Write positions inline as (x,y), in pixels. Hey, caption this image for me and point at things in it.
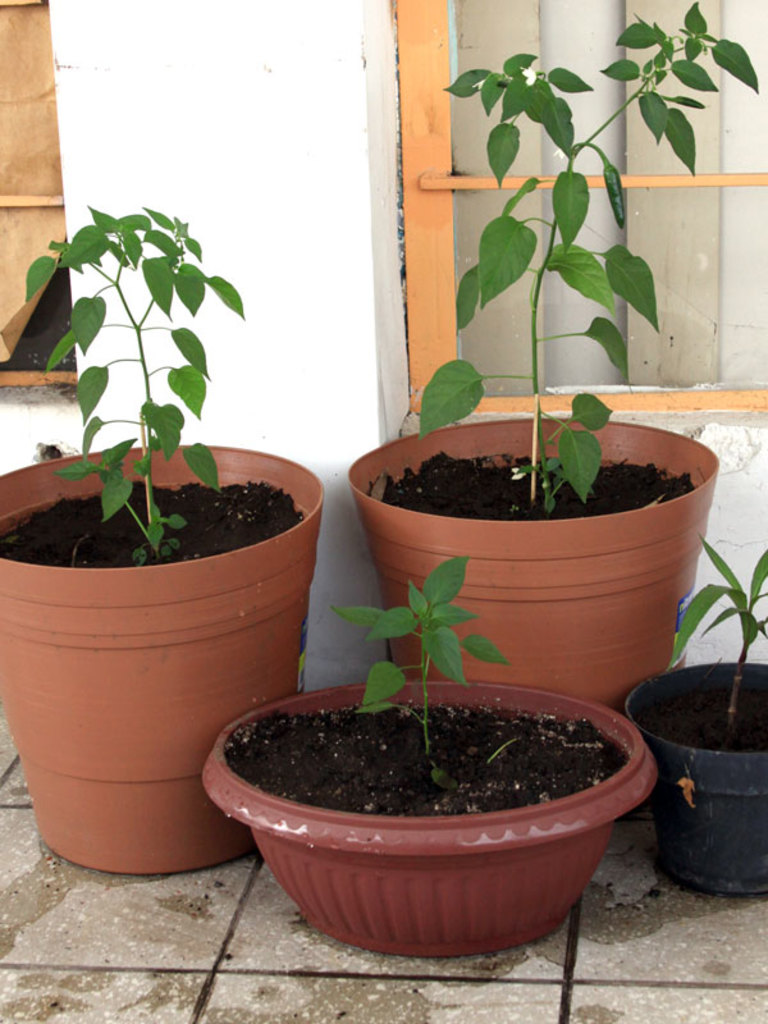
In this image I can see flower pots (471,917). In the background (457,195) I can see windows (463,222) and white color wall (251,257).
